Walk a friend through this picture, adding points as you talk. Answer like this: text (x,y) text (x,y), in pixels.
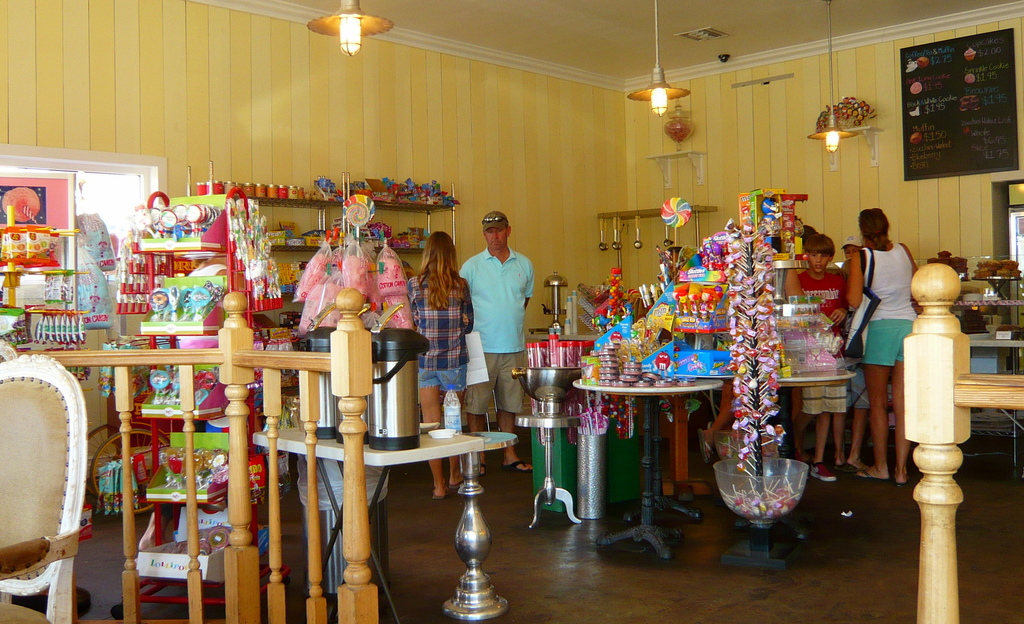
In the image we can see there are people (518,296) standing and there is a shop (579,410) in which there are lollipops (789,495), candies (757,336) and other bakery items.
